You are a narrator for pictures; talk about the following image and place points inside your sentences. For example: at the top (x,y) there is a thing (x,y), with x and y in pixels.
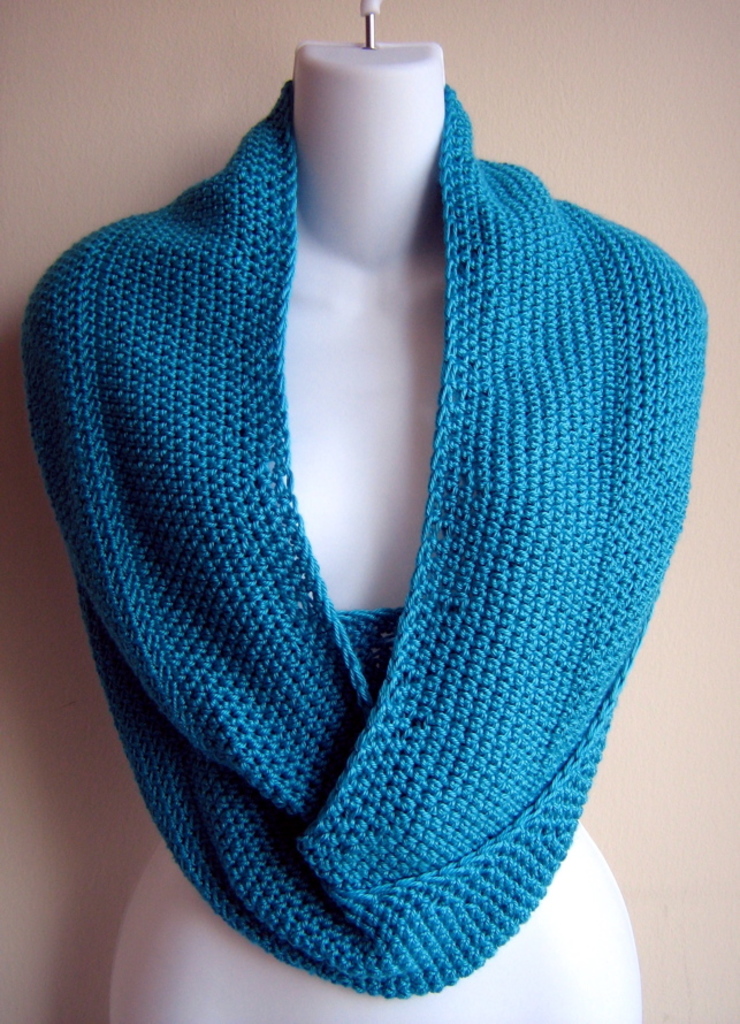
In this image we can see a cloth (357,791) to the mannequin (369,558).
